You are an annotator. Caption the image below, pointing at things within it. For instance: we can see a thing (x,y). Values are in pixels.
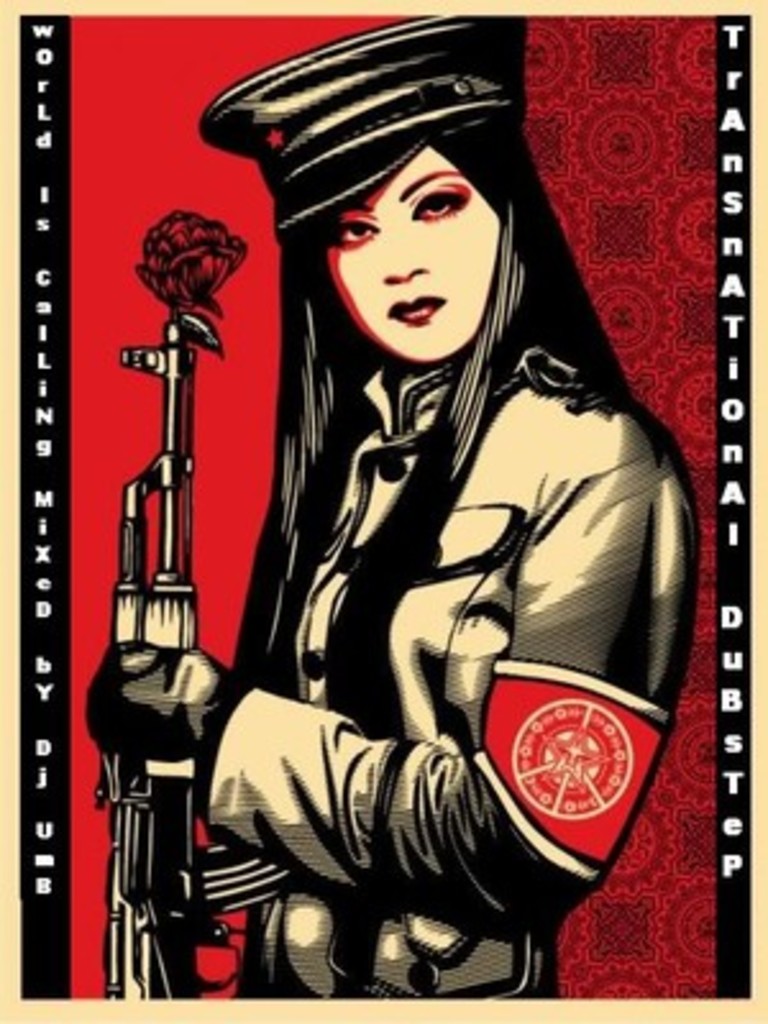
In this image I can see depiction picture of a girl (290,327) holding a gun (185,598). On the both sides of this image I can see something is written. I can also see depiction of a flower (175,316) on the gun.
